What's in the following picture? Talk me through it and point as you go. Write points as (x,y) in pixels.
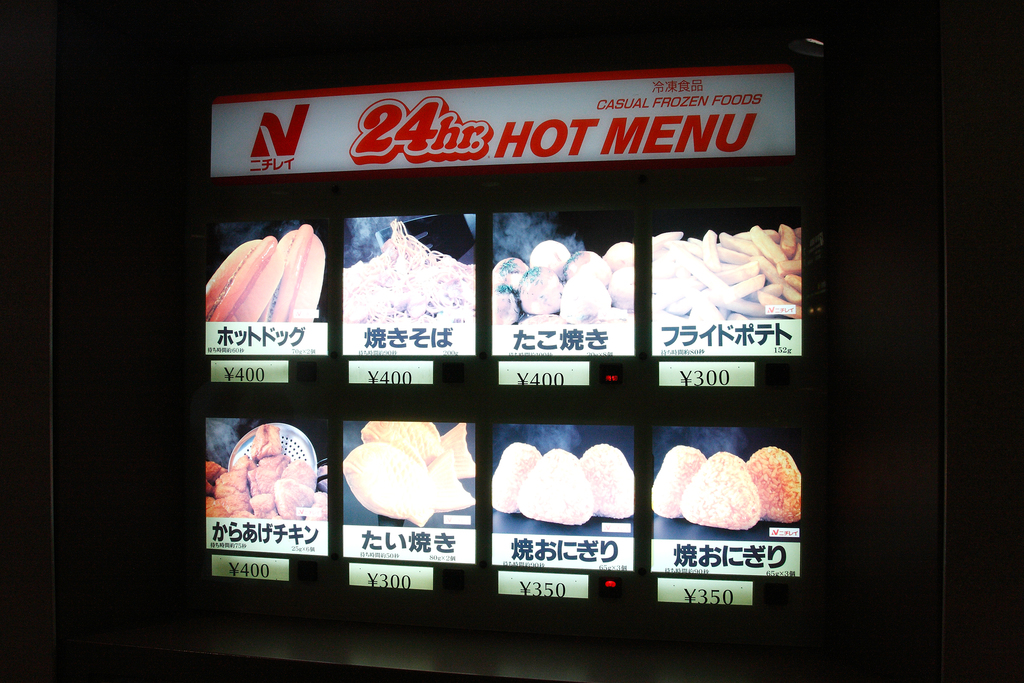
In this image, we can see a led display board (645,348).
